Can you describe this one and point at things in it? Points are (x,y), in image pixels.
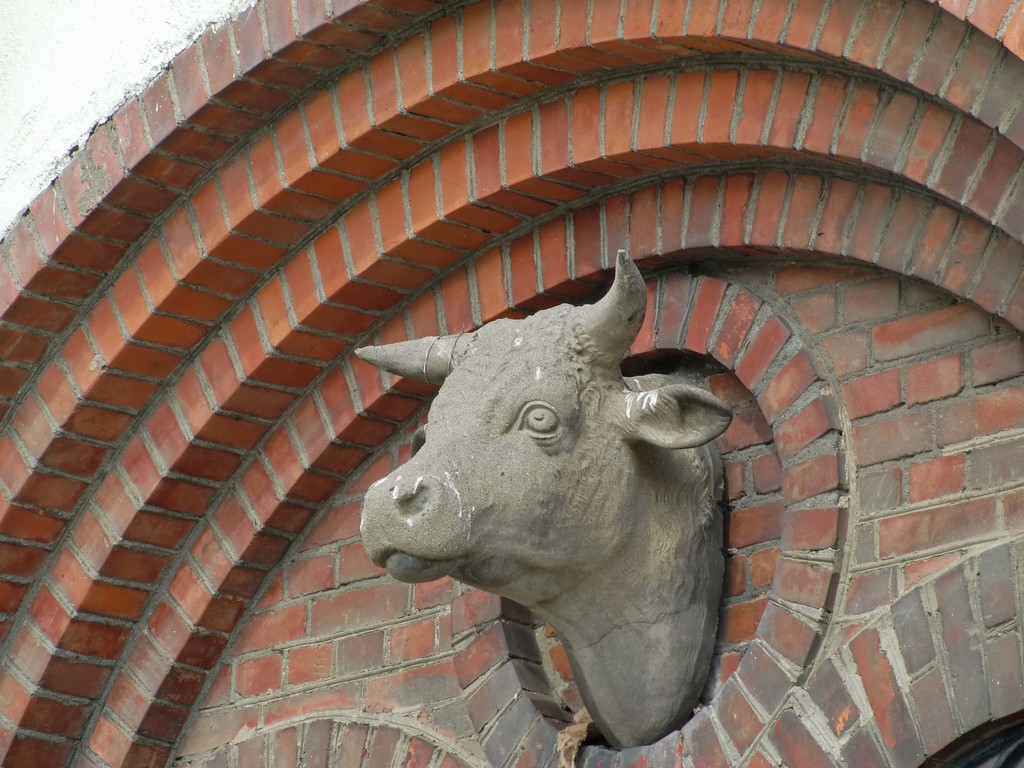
In this image there is a sculpture (481,332) of cow face (492,323) on the building (131,754).
